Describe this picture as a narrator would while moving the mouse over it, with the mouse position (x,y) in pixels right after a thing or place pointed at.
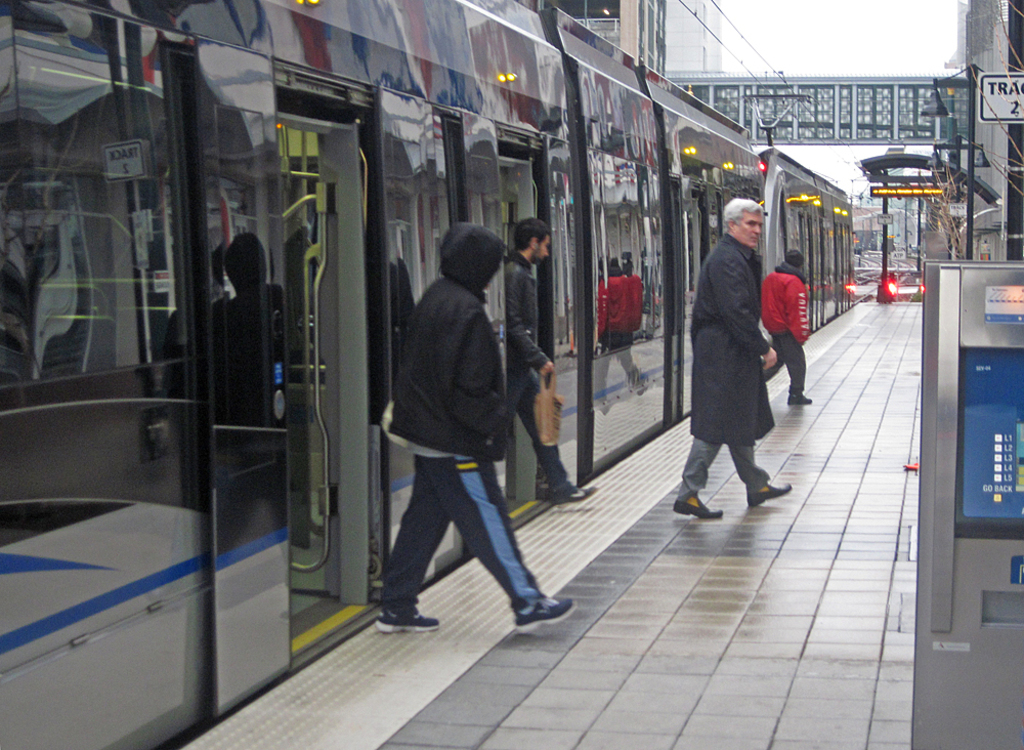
In the image we can see there are people (420,469) standing on the platform (769,532) and there is a train (617,233). Behind there is a bridge (806,84) and there are buildings (976,10).
